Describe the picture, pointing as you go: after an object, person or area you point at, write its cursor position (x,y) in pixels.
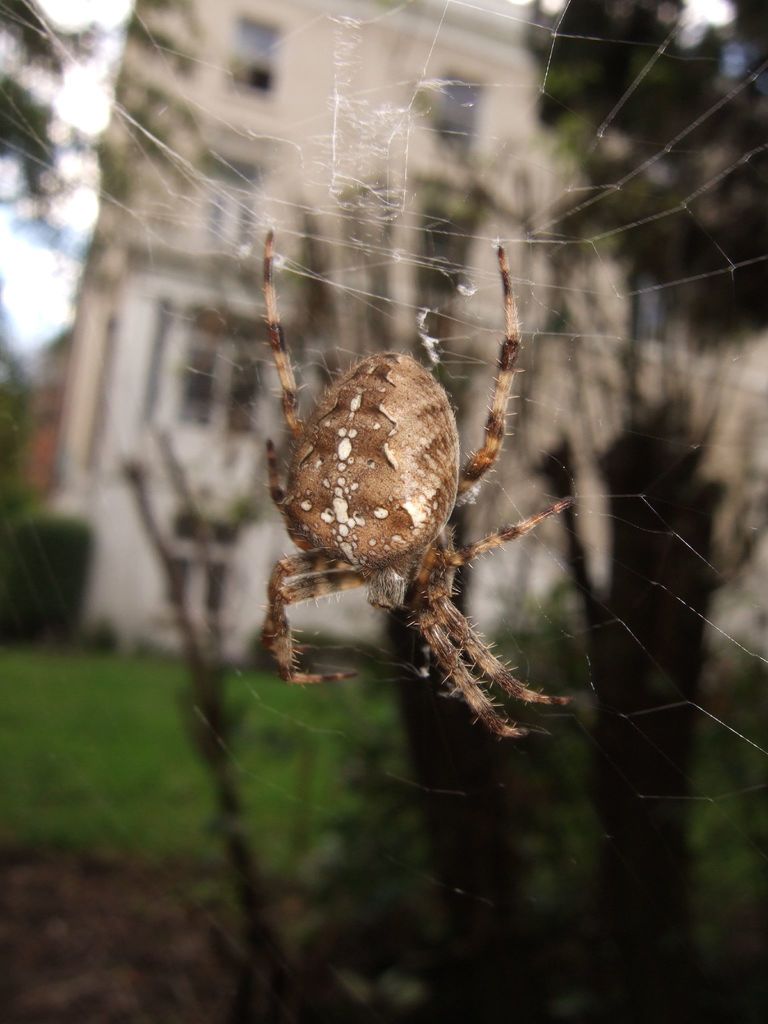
Here in this picture we can see a spider (342,472) present on the spider web (317,173) over there and behind that we can see plants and trees (686,487) and a building (200,258) present over there.
